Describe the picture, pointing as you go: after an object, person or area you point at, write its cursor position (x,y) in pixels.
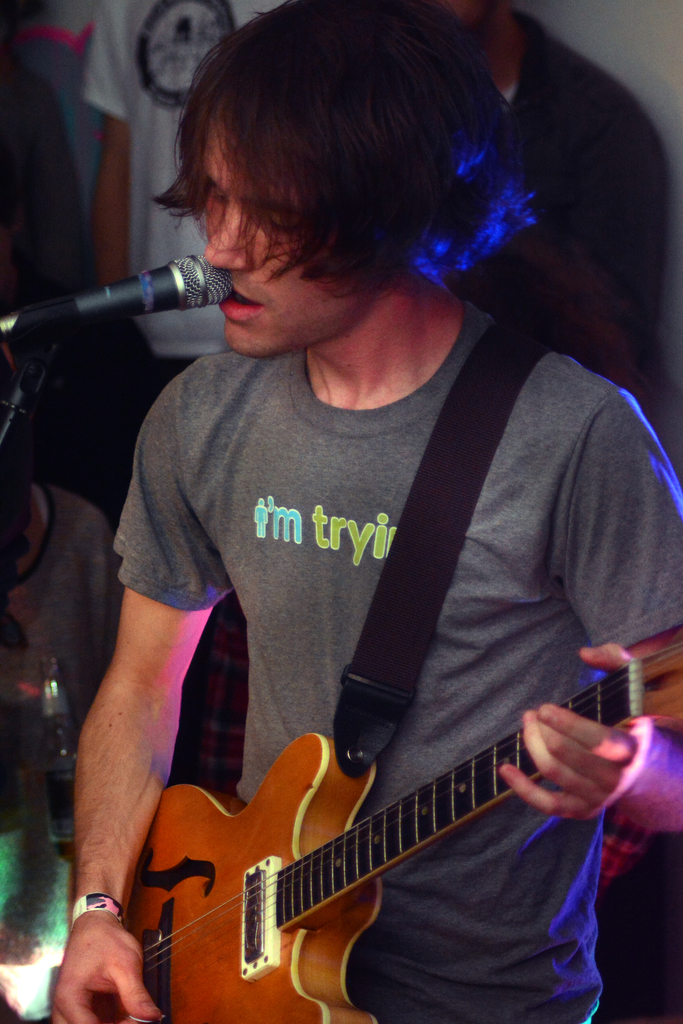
In this image I can see the person (357,473) wearing the grey t-shirt (333,582) and he is playing the guitar (268,852). In front of him there is a mic (120,294). At the back (621,243) there are few more people (651,290) standing.
